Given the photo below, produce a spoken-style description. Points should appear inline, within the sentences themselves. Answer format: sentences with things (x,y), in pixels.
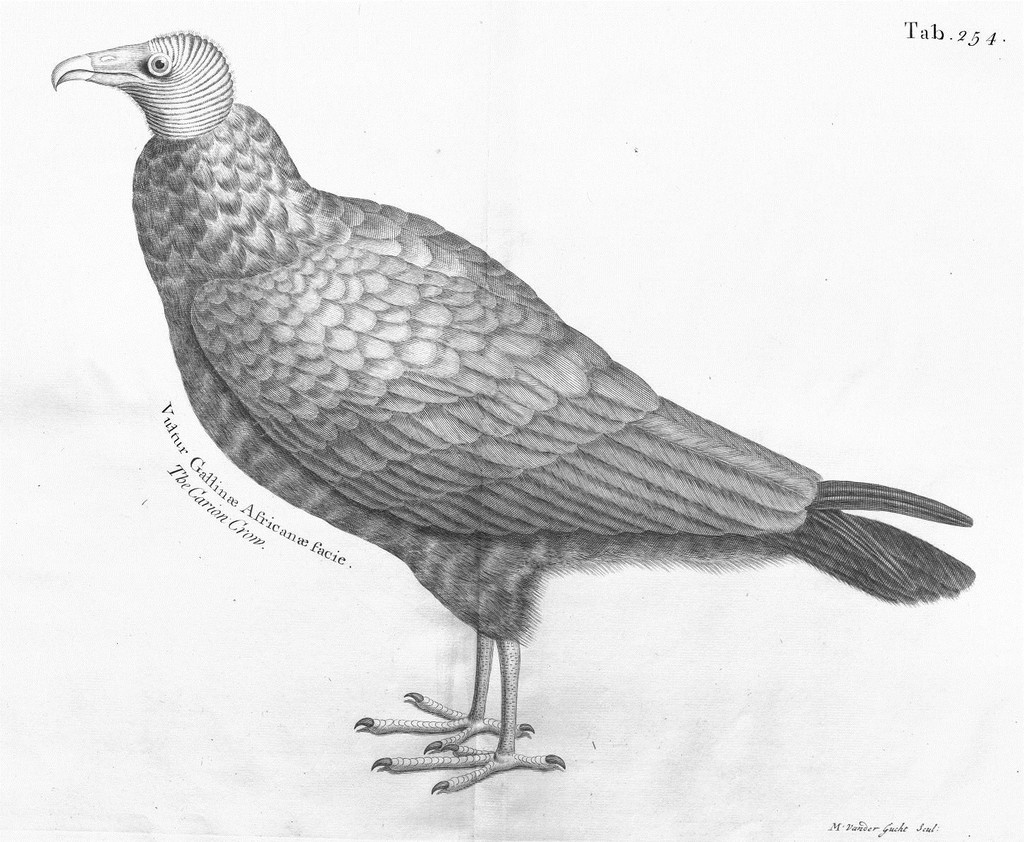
In this image I can see depiction picture of a bird (447,725). I can also see something is written on the left side (340,560) and on the top right corner (910,19).
